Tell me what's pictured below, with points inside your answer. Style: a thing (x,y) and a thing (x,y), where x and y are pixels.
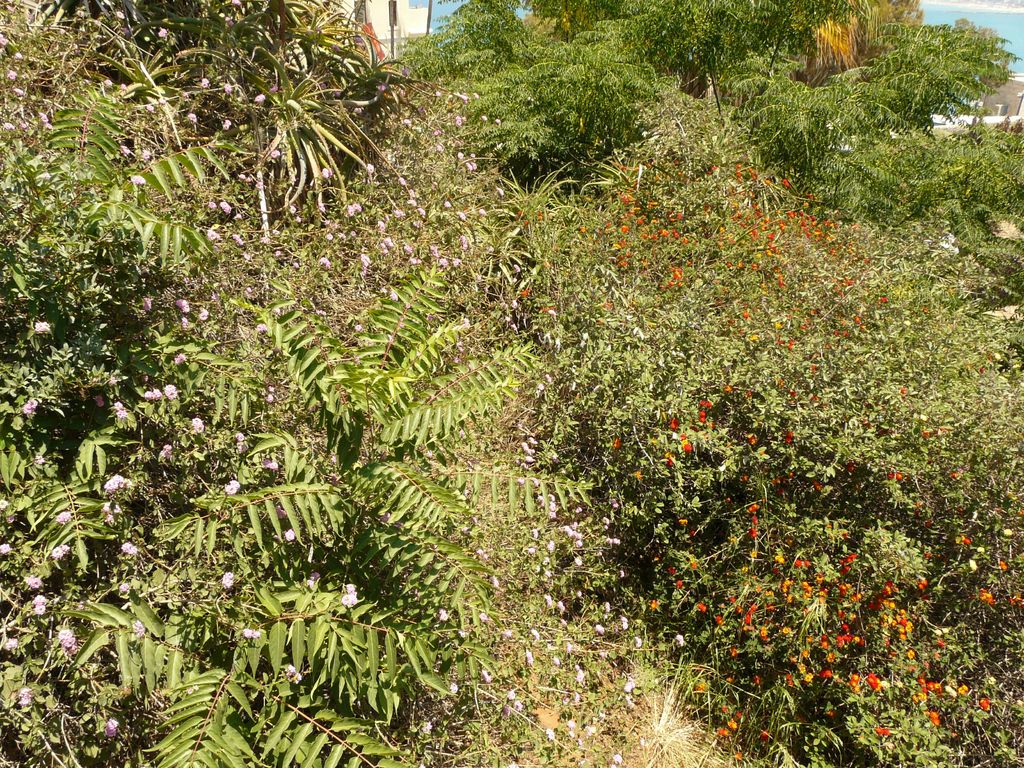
There is greenery (482,425) and few small flowers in the foreground (552,326), it seems like water (1003,19) and a wall (1000,99) in the background area (440,12).
